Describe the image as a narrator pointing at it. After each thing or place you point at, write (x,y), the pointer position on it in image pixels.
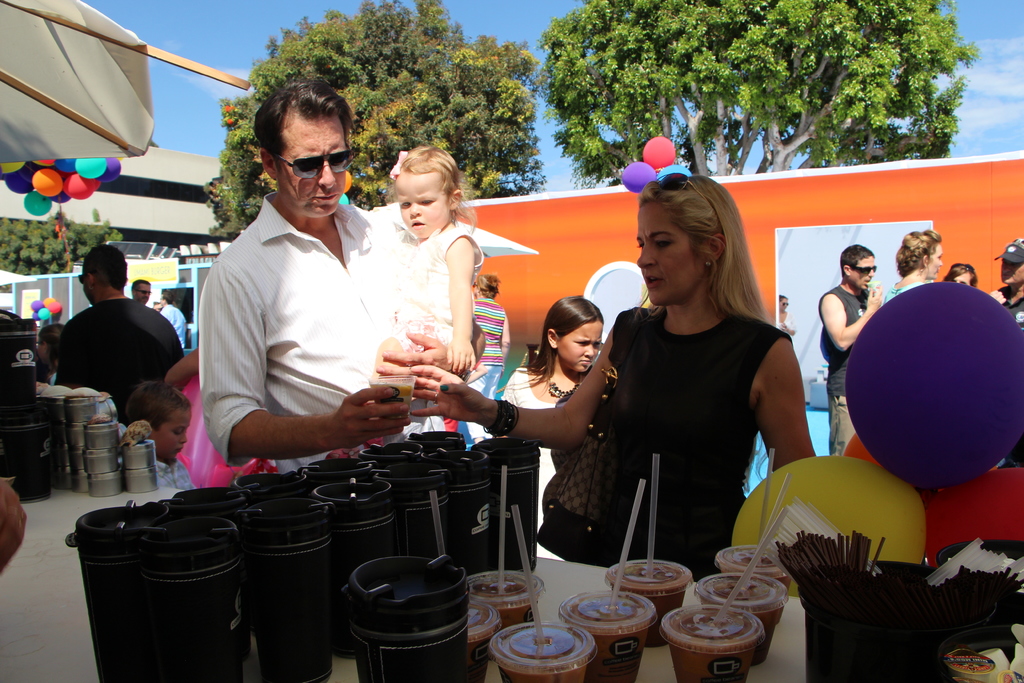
In this image I can see a group of people (225,372). In front (219,359) I can see one person (402,412) is holding something. I can see few black bottles (427,587), straws (501,552) and few objects (69,416) on the table (80,588). Back I can see few trees (360,31), orange board (860,214) and colorful balloons (53,181). The sky (180,120) is in blue and white color.
